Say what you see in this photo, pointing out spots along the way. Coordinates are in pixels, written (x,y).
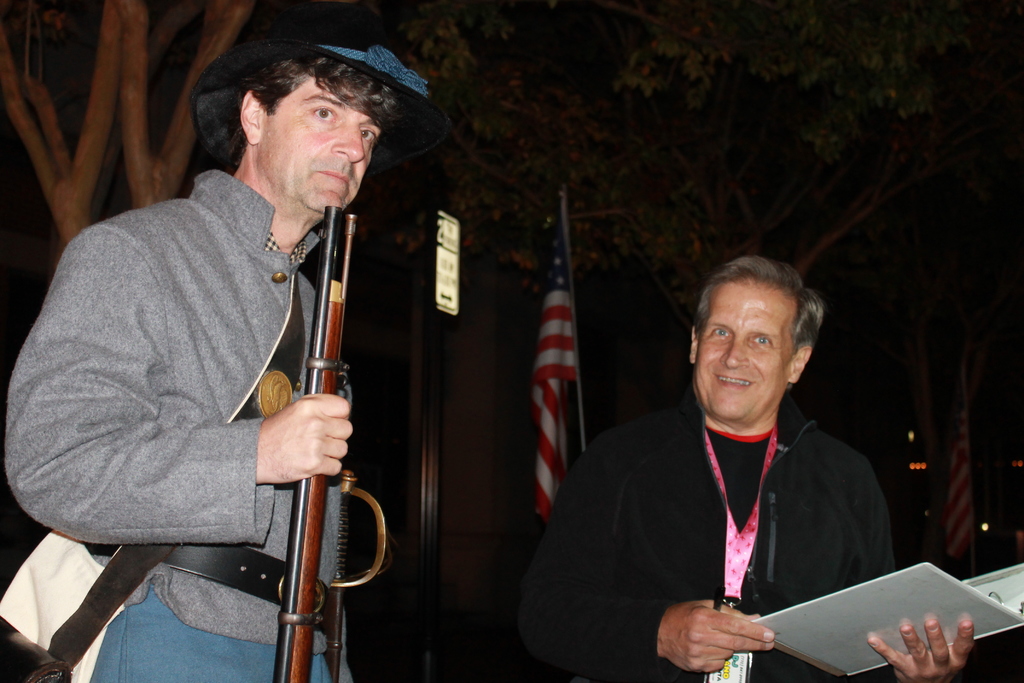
In this picture I can see there is a man (261,319) standing at the left side (233,609), he is holding a weapon (299,663) and he has a sword (379,528). He is wearing a cap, there is a person (674,475) standing next to him, he is holding a book (859,613) and there is a flag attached to the flag pole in the backdrop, there are trees (595,251) and the backdrop of the image (507,427) is dark.
